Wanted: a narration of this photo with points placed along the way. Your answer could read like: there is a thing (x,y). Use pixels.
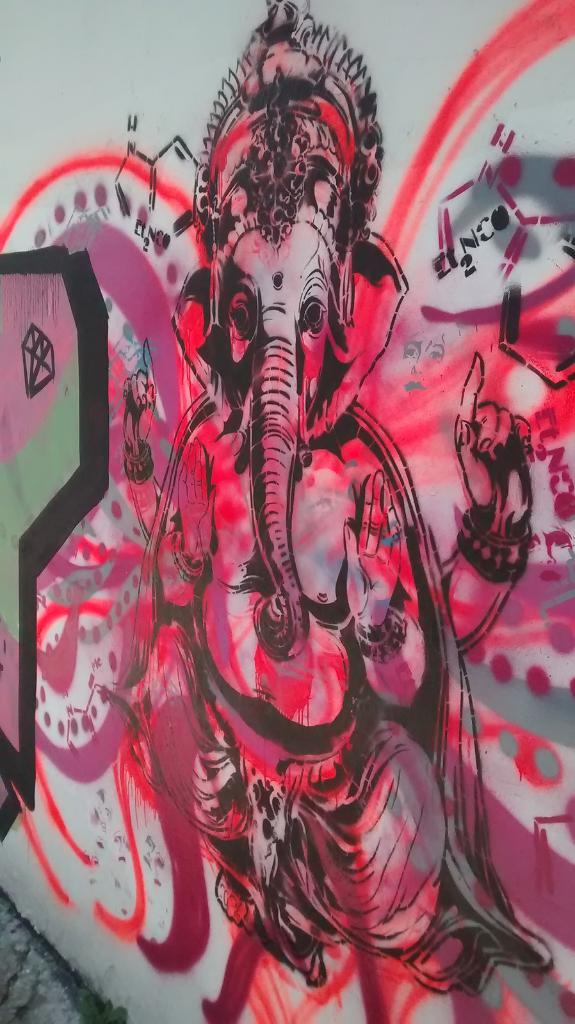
In this image we can see a wall (353,610) with a painting (306,731).
